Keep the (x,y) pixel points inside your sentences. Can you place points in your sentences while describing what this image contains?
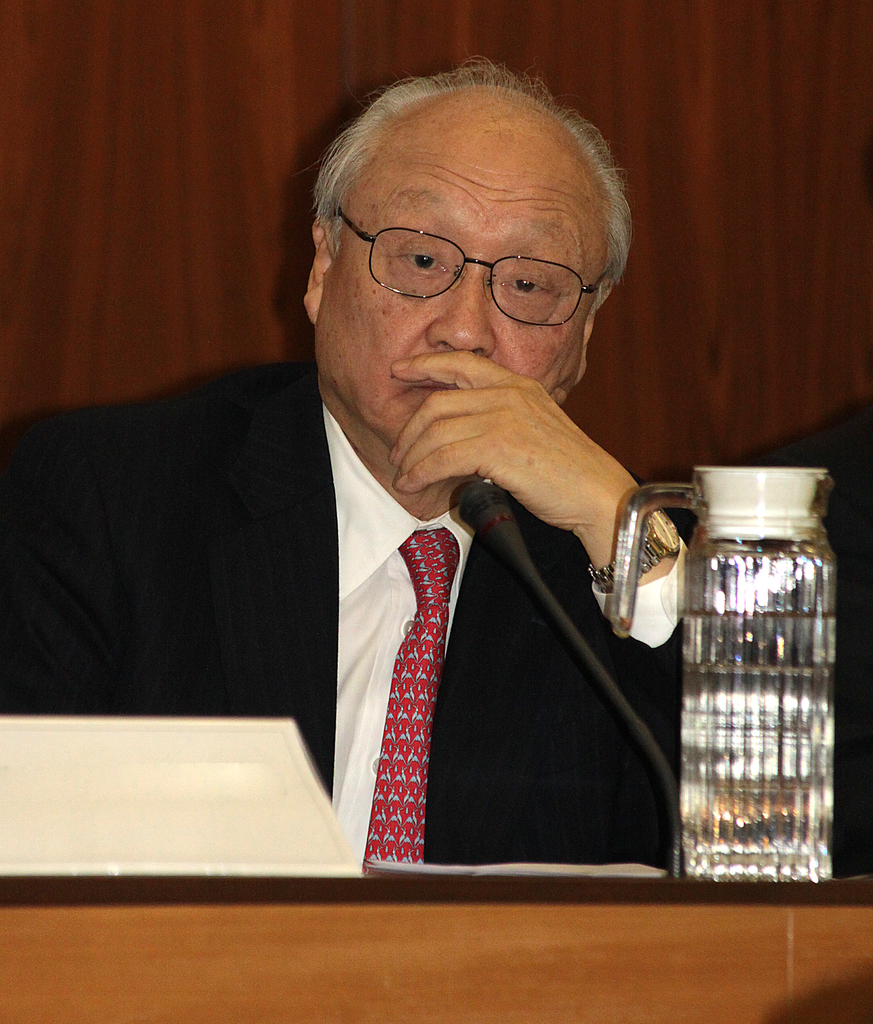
This is an old man (420,695) sitting. He wore a shirt (396,619), tie (407,695), suit (286,580) and spectacle (358,233). This is a table (666,948) with a water jug (729,792), mike (486,511), paper (480,865) and few other things (369,869) on it. In the background (117,258), that looks like a wooden board (352,66).
